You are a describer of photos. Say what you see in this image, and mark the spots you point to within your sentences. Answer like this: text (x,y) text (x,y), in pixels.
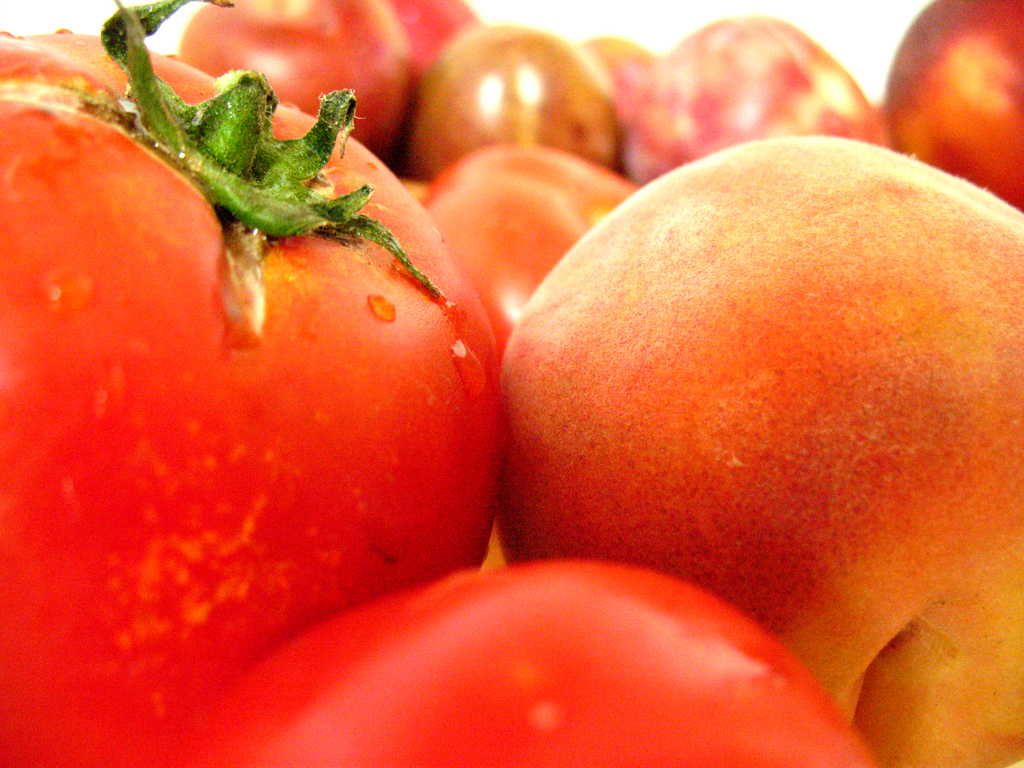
In this image I can see red color tomatoes (422,253).
